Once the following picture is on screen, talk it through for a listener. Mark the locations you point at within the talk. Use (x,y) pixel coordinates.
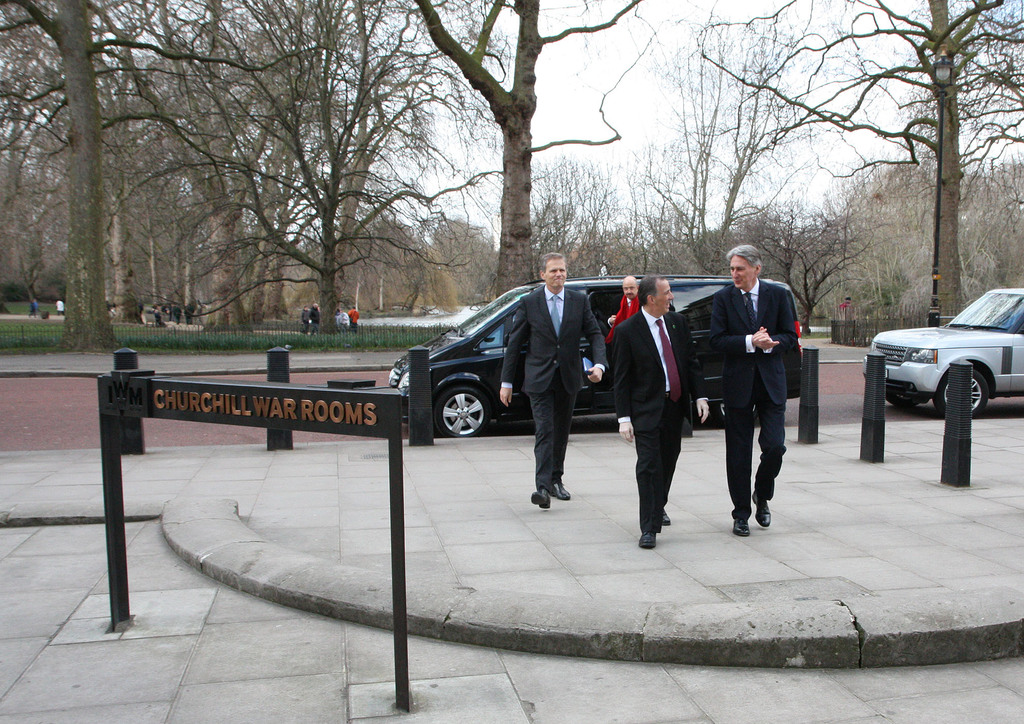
In this image we can see some group of persons (632,402) wearing suits (680,428) walking, in the foreground of the image (286,428) there are some poles (269,433), signage boards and there are some vehicles (708,372) parked on the road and in the background of the image (172,298) there are some trees (230,309), persons (311,319) standing and sitting here and there and top of the image (661,83) there is cloudy sky (679,19).
